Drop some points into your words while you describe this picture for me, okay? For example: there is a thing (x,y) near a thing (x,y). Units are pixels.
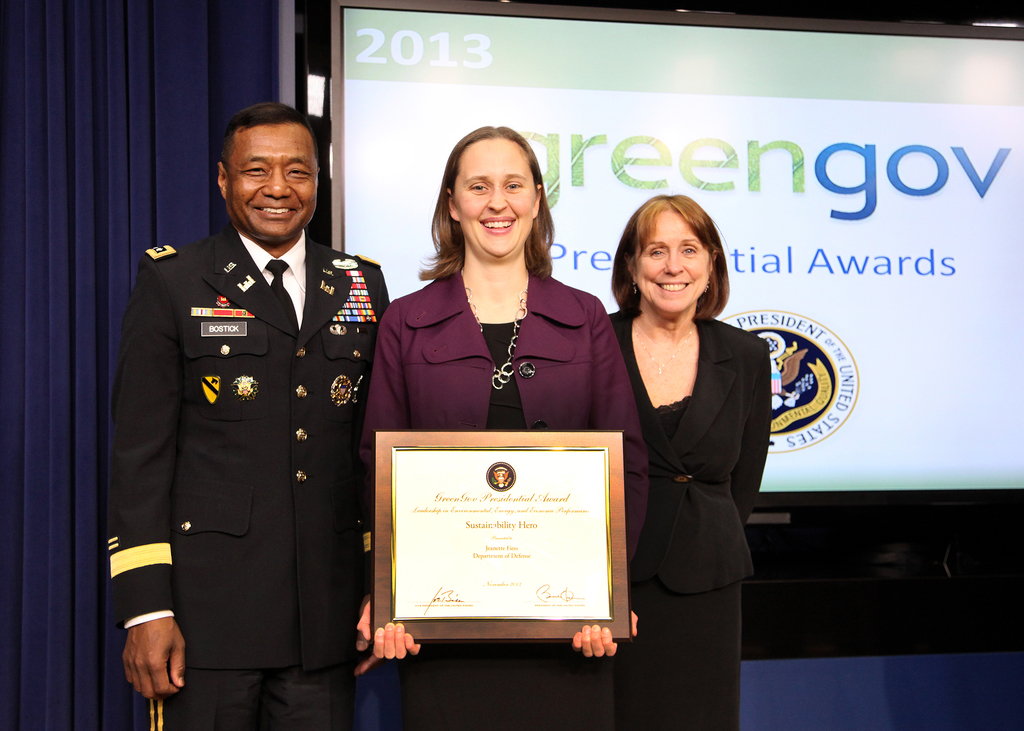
In this picture I can see three persons (438,376) standing and smiling, a person (555,342) holding a certificate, and in the background (985,174) there is a screen (985,174).
